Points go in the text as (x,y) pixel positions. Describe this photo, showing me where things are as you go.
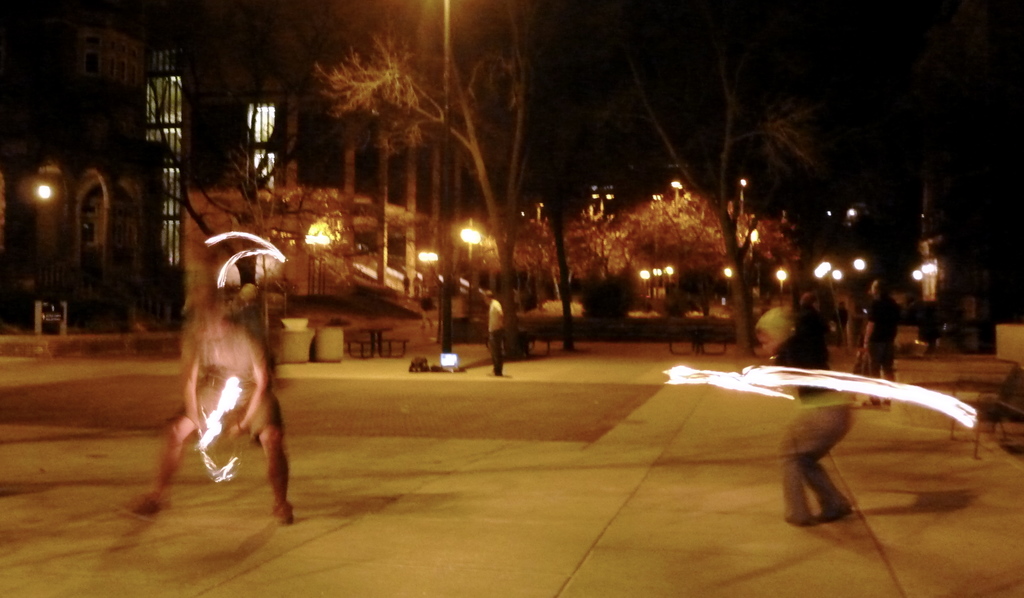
In this image there is one person (263,429) standing at left side of this image (226,354) and one person (499,361) is in middle of this image (489,290) and there are some persons (808,314) standing on the right side of this image (802,381). There is a floor (481,423) on the bottom of this image (461,481) and there are some trees (672,258) in the background (561,290), and there are some lights (327,232) arranged as we can see in middle of this image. There is a building (186,121) on the top left side of this image (282,150).
